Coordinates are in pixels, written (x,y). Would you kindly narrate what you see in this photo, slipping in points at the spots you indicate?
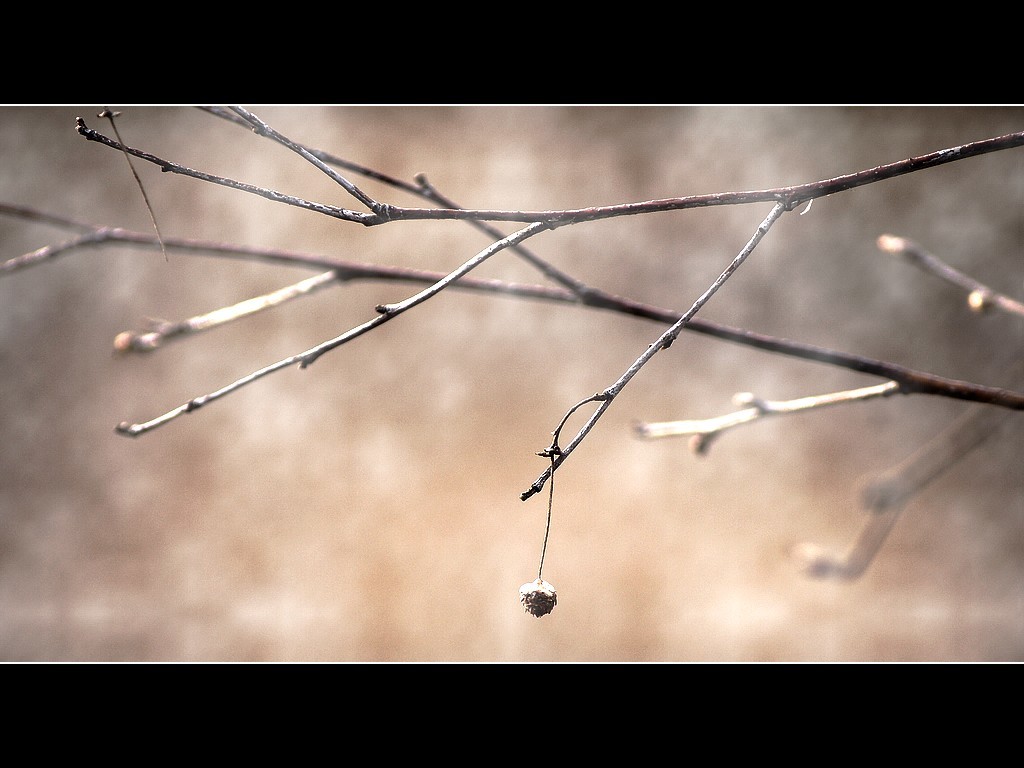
In this image I can see stems (434,198) and I can also see this image is little bit blurry.
